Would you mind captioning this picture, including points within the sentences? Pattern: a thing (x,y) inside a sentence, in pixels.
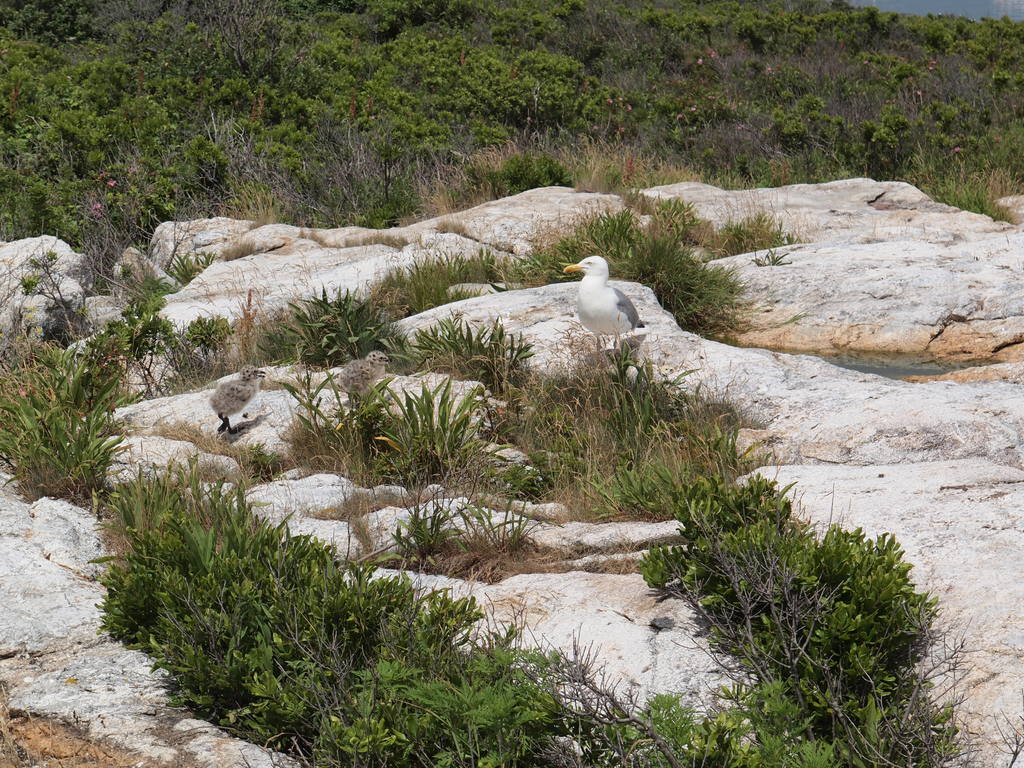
In the image we can see there are birds (592,267) standing on the ground (775,442) and there are plants (498,265) on the rock (534,296). Behind there are lot of trees (24,147).
